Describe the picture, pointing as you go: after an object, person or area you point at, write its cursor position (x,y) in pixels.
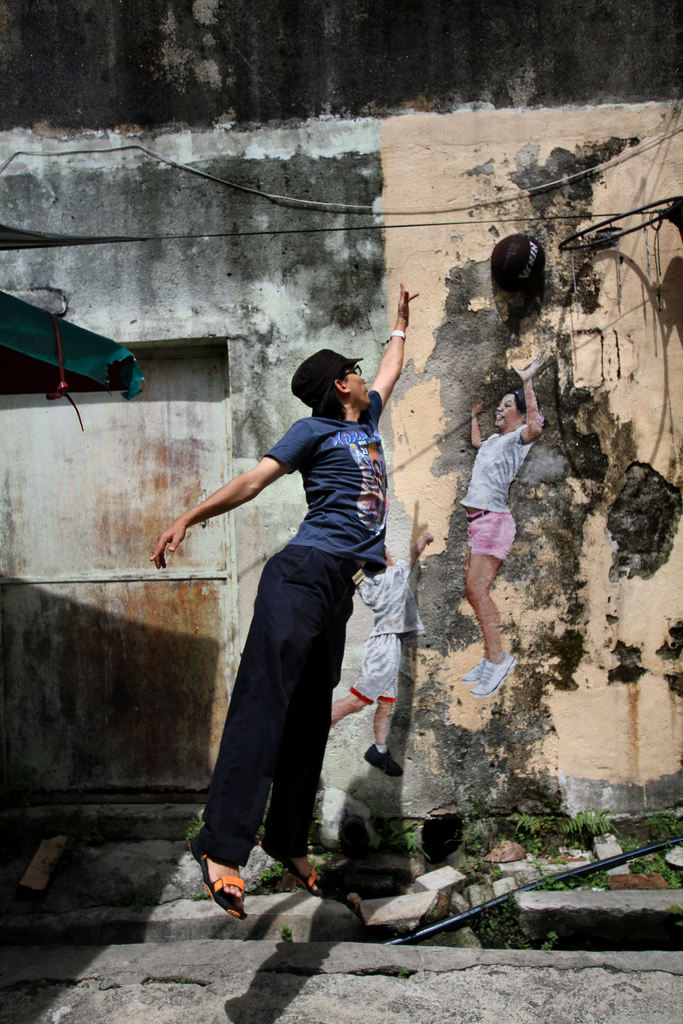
In this image we can see there is a person (285,612) jumping towards the ball (499,267). And there is a stick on the ground (503,916). At the back (131,458) there is a tent (55,351), stand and the wall (392,441), to the wall (446,542) there is an image (483,455) of the persons (476,604).
